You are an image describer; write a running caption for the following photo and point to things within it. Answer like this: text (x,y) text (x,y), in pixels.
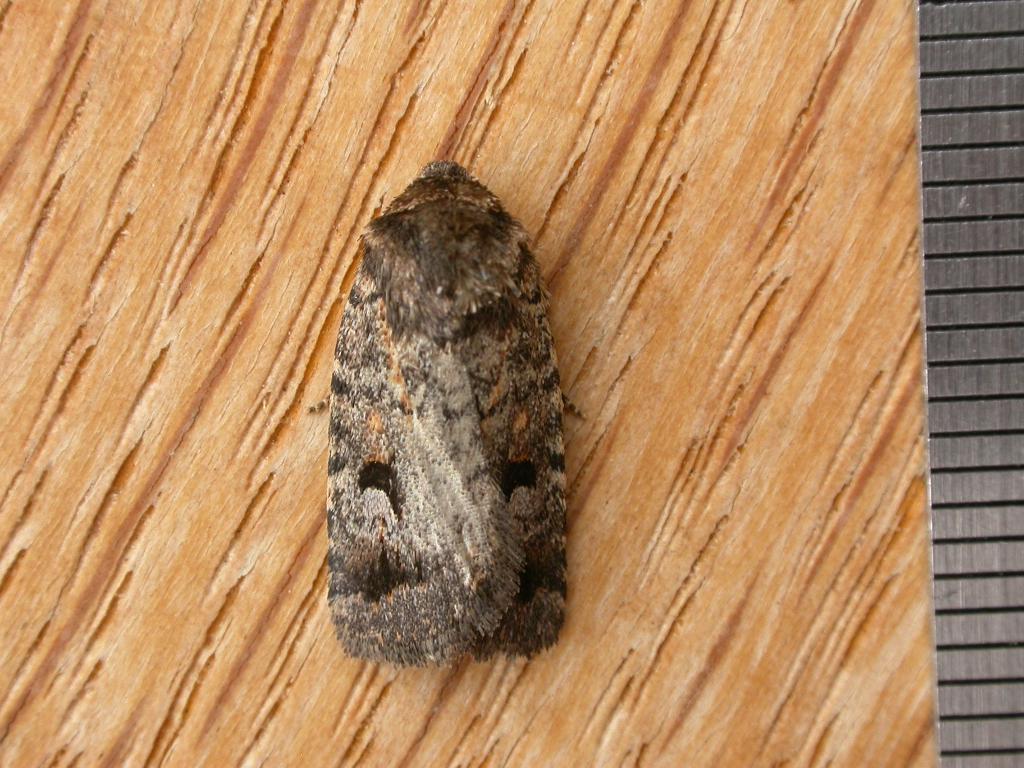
In this image we can see an insect (480,379). An insect (470,409) is sitting on the wooden surface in the image.
